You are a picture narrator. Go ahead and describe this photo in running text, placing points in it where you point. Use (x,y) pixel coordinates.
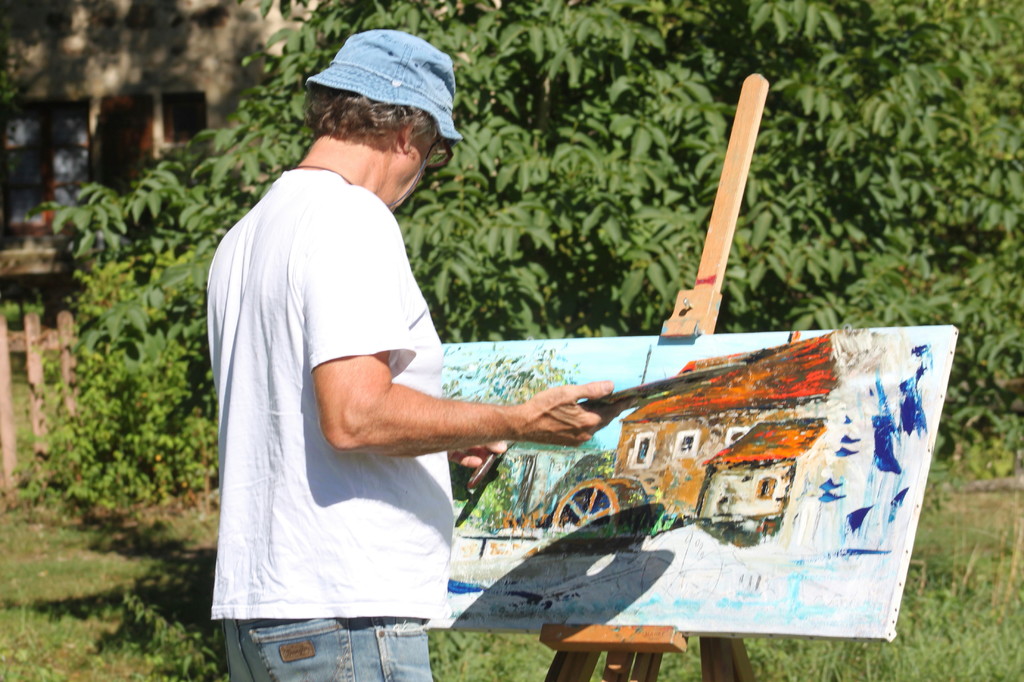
In this image there is a man (252,487) standing in the garden (192,522) and painting on the sheet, behind him there are trees (193,307) and building (79,124).
